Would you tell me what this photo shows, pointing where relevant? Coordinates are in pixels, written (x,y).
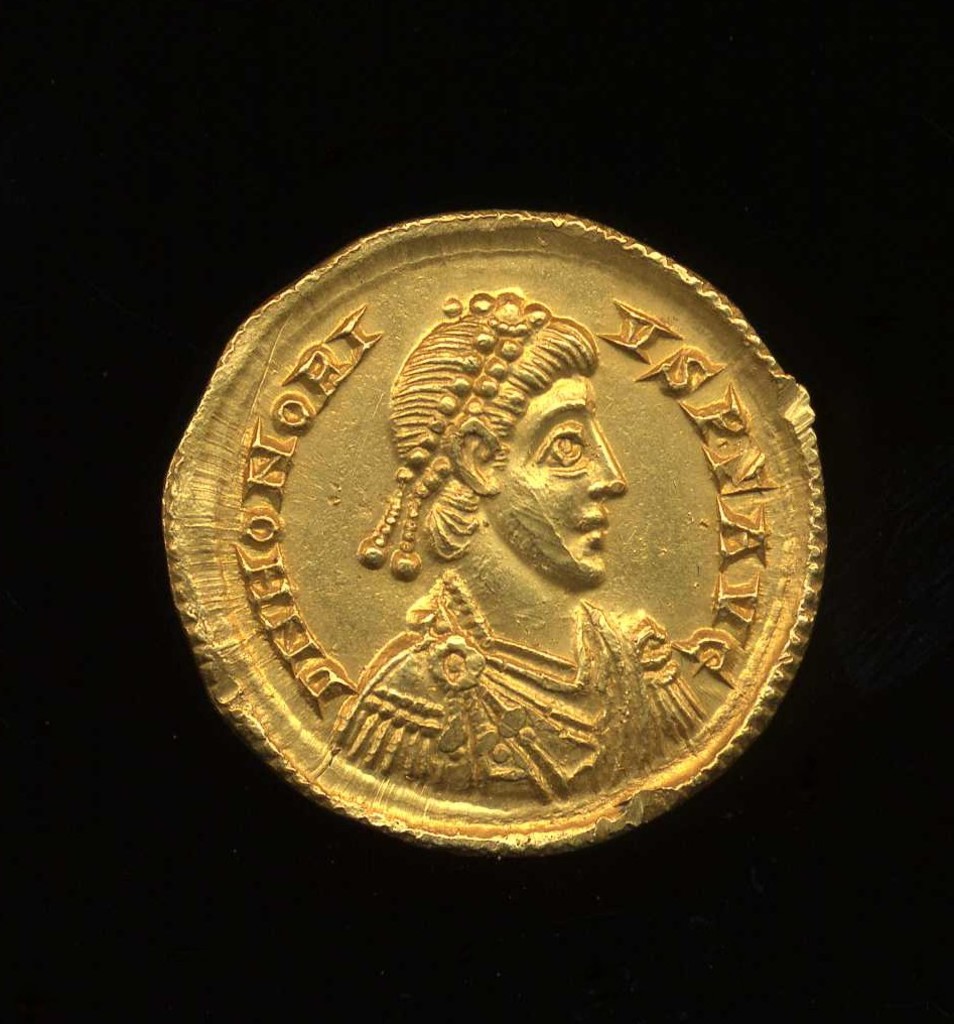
In the center of the picture (553,441) there is a gold coin (352,463). The background (134,141) is black.
